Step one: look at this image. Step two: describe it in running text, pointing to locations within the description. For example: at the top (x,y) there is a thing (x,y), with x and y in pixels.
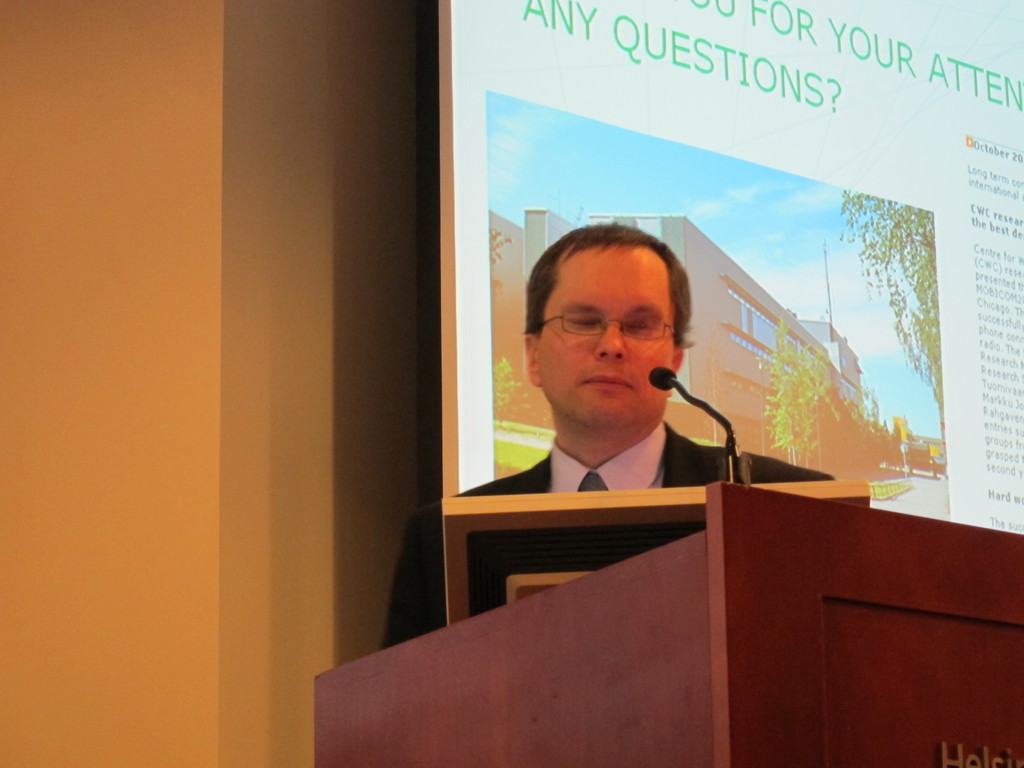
There is a man (546,374) wearing a specs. In front of him there is a podium (661,594) with mic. Also there is a board (482,538). In the back (282,223) there is a wall (282,223). On the wall (282,223) there is a screen (785,66). On the screen (763,197) there is an image (798,271) and something is written. On the image (776,304) there is a building (722,323), trees (899,311) and sky (717,215).
